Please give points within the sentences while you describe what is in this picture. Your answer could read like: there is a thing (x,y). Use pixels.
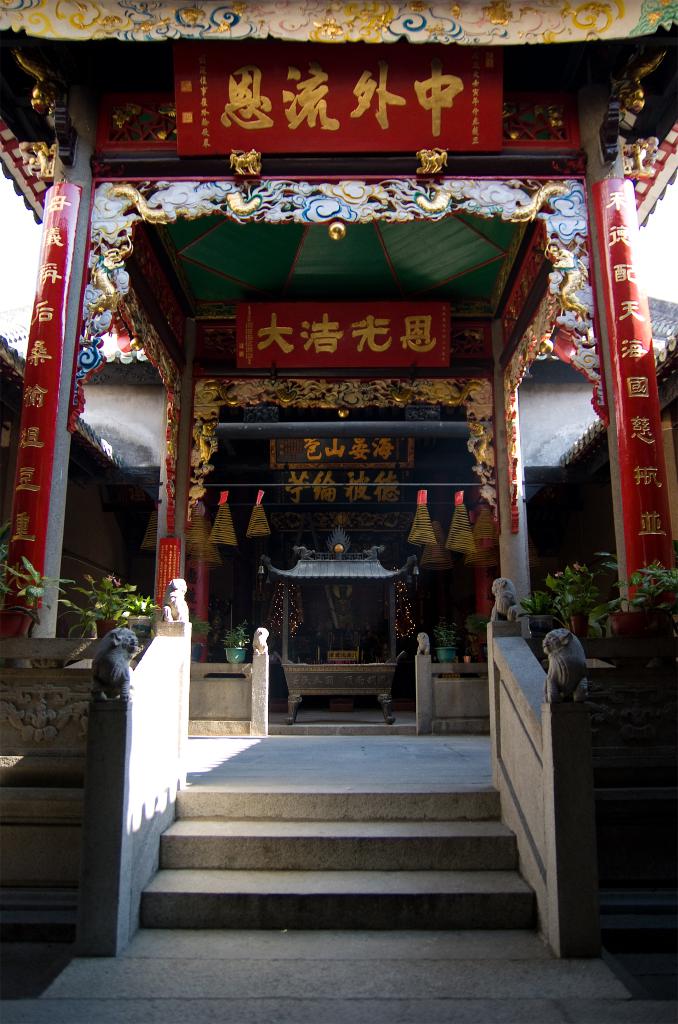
In this image there is a canopy (267,208) made with glitters (229,393) and all, under that there is a sculpture (339,671) and also there are plants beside the stairs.
